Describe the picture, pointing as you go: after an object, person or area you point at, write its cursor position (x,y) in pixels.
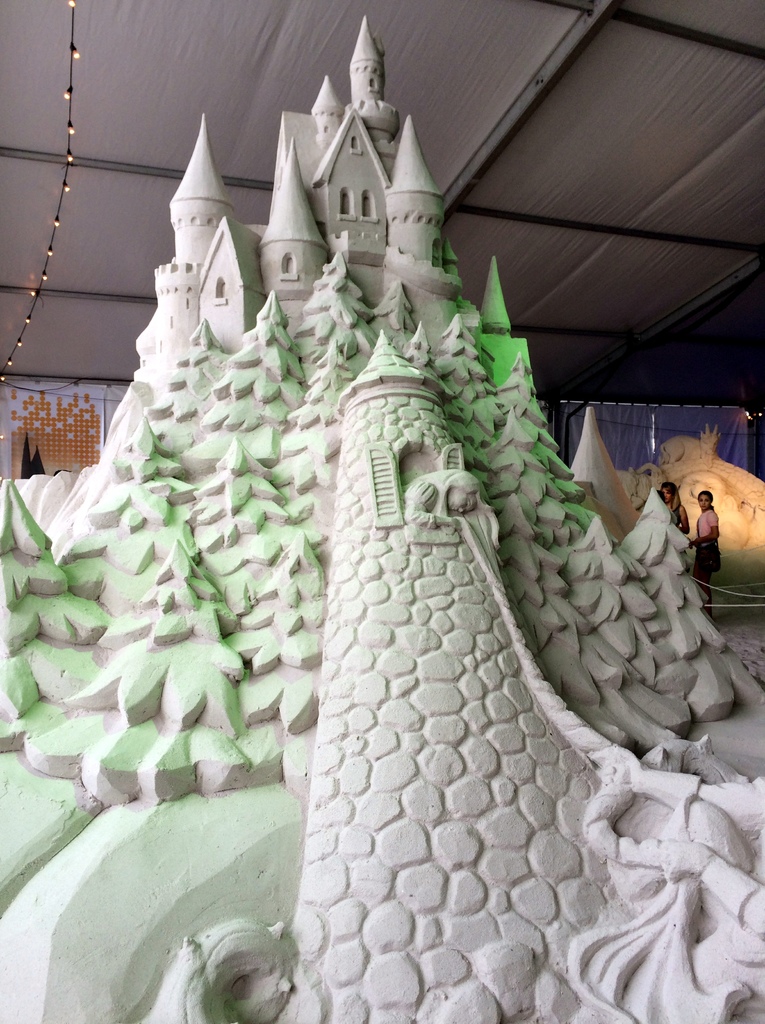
It is the sculpture (342,357) of Disney World, behind the sculpture (428,322) there are two people (686,518) and to the roof (51,182) there is a wire (62,190) attached with small lights (49,255).
